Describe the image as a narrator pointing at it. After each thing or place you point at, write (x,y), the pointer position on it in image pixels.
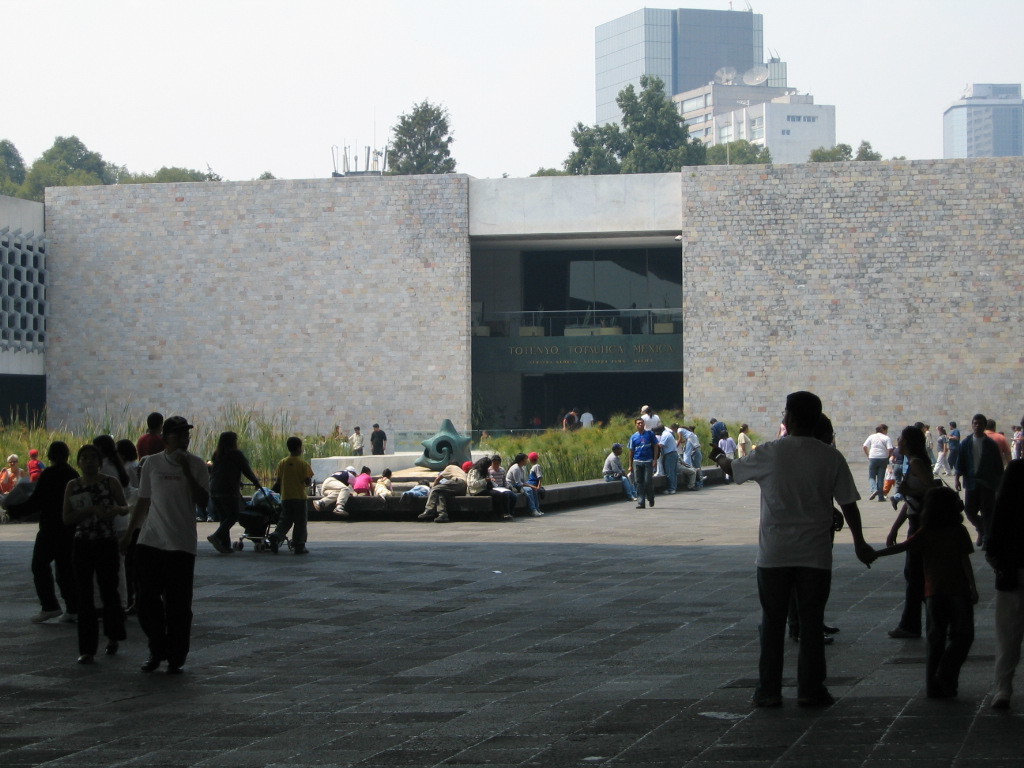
In this picture we can see the group of men and women (772,626) waiting in the ground (370,549). Behind there is a big brick wall (437,334). In the background (627,133) we can see some trees (625,108) and buildings (599,105).
